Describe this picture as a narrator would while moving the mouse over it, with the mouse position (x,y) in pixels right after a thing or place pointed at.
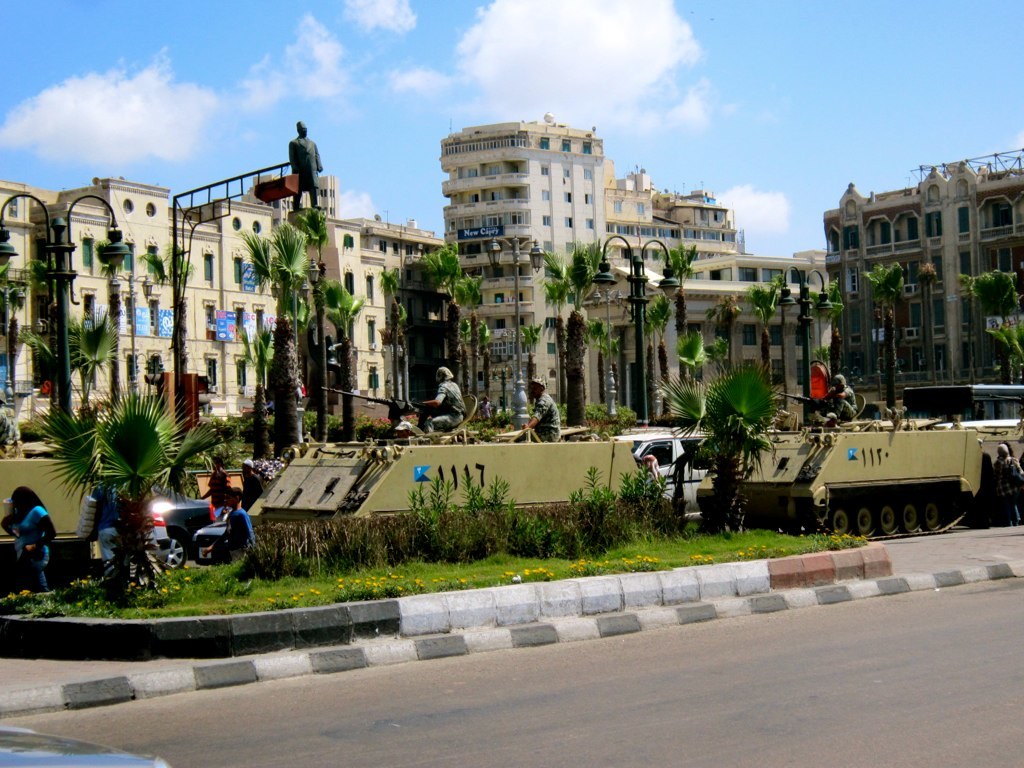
In the foreground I can see fence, flowering plants (394,579), a group of people (231,556) on the road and in military vehicles (565,486). In the background (486,336) I can see trees (470,309), light poles (537,270), buildings (341,276), statues (316,205) and the sky (347,140). This image is taken, maybe during a day.
